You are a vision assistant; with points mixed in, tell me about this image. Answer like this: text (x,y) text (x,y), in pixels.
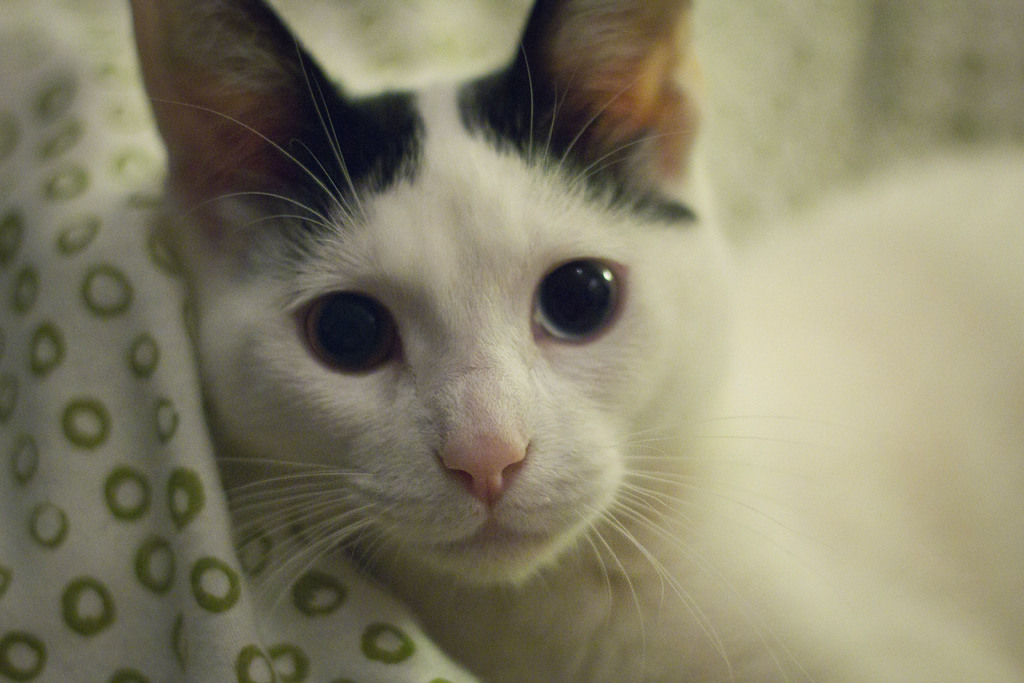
In this image there is a cat (215,411) and a cloth (59,139).
